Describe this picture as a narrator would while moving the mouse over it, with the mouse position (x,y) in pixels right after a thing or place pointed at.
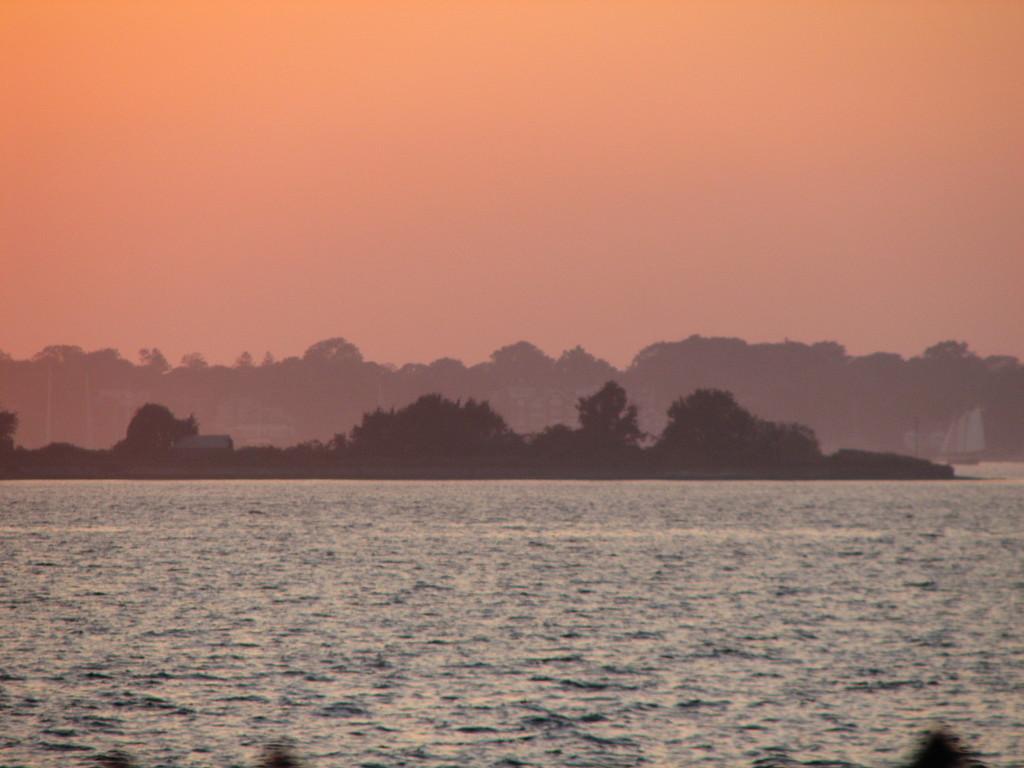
At the bottom of the picture (486,617), we see water (690,650) and this water (725,654) might be in the sea (415,559) or in the lake (254,651). There are trees (609,417) in the background (689,464). On the right side (979,447), we see a ship (973,445) is sailing on the water (144,625). At the top of the picture (548,110), we see the sky (605,142).
